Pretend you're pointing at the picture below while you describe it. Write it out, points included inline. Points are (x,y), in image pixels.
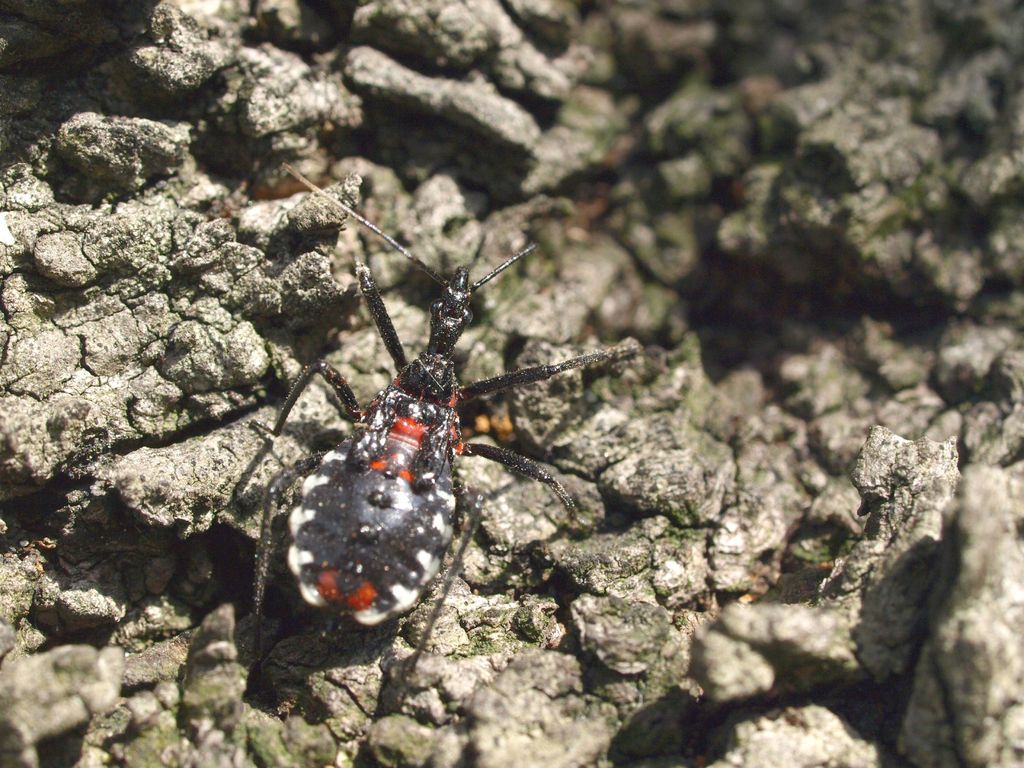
In this image there is an insect (391,480) on the rocky surface (832,357).
